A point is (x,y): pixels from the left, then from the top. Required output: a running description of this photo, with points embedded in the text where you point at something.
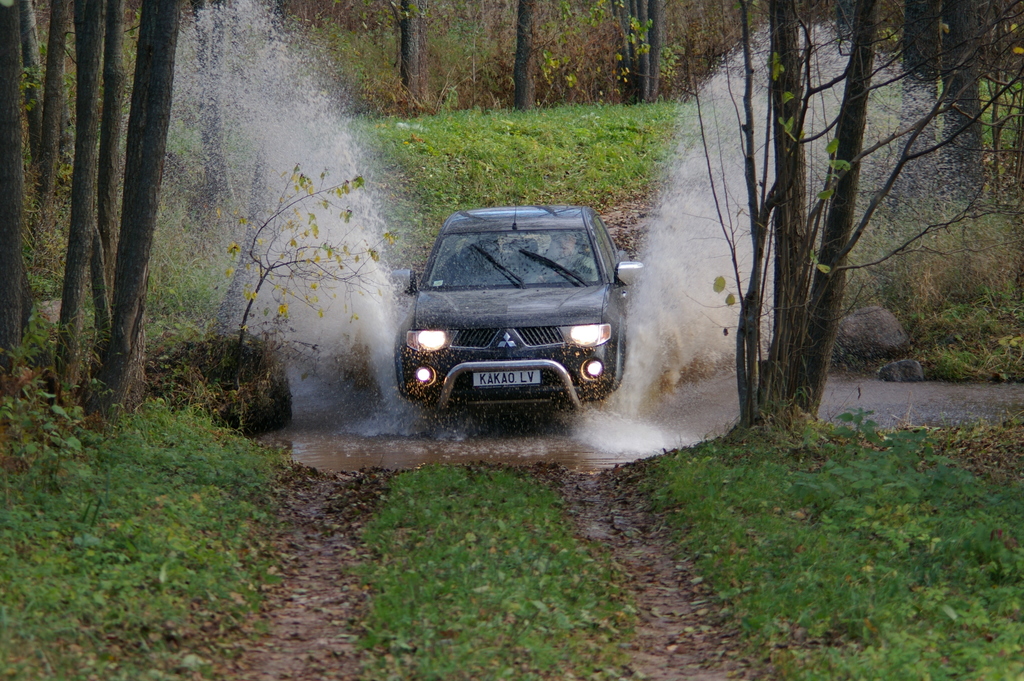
In the center of the image (564,407) we can see a car (518,391) and there is water (302,441). At the bottom (484,560) there is grass (163,424). In the background (100,79) there are trees (100,79).
